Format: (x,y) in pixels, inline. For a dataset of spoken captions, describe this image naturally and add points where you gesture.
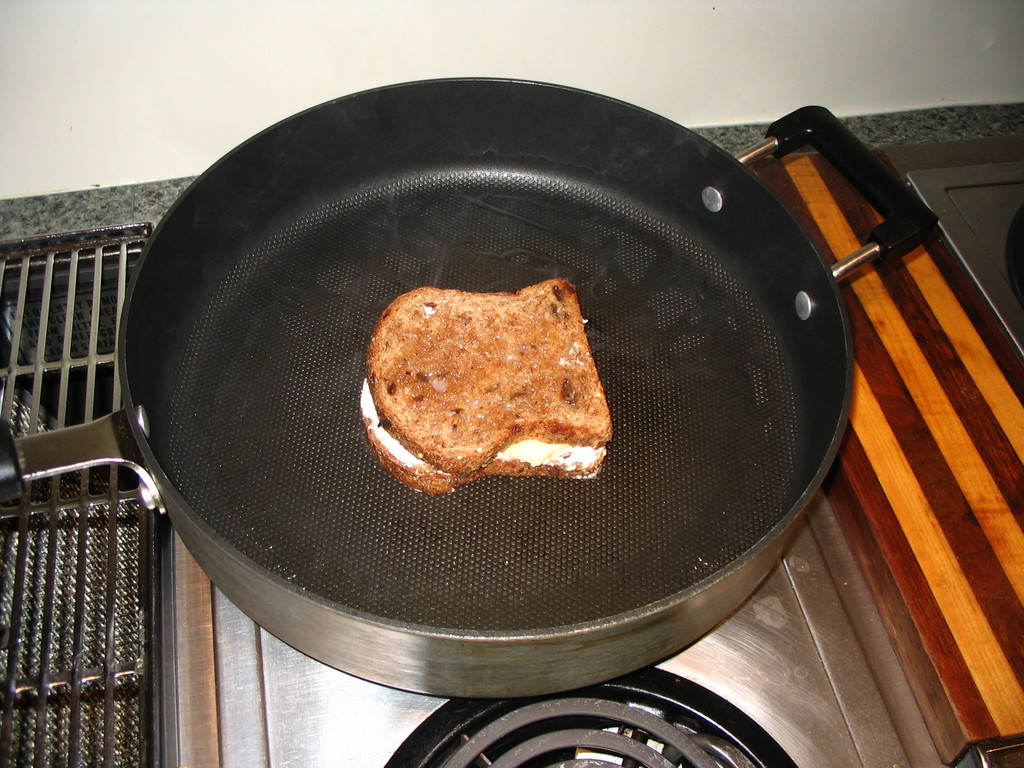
In this image we can see a sandwich (443,400) on a pan (522,536) is kept on the stove (491,723). We can see white color wall (318,74) at the top of the image (204,42) and grill (96,288) on the left side of the image (63,520).
